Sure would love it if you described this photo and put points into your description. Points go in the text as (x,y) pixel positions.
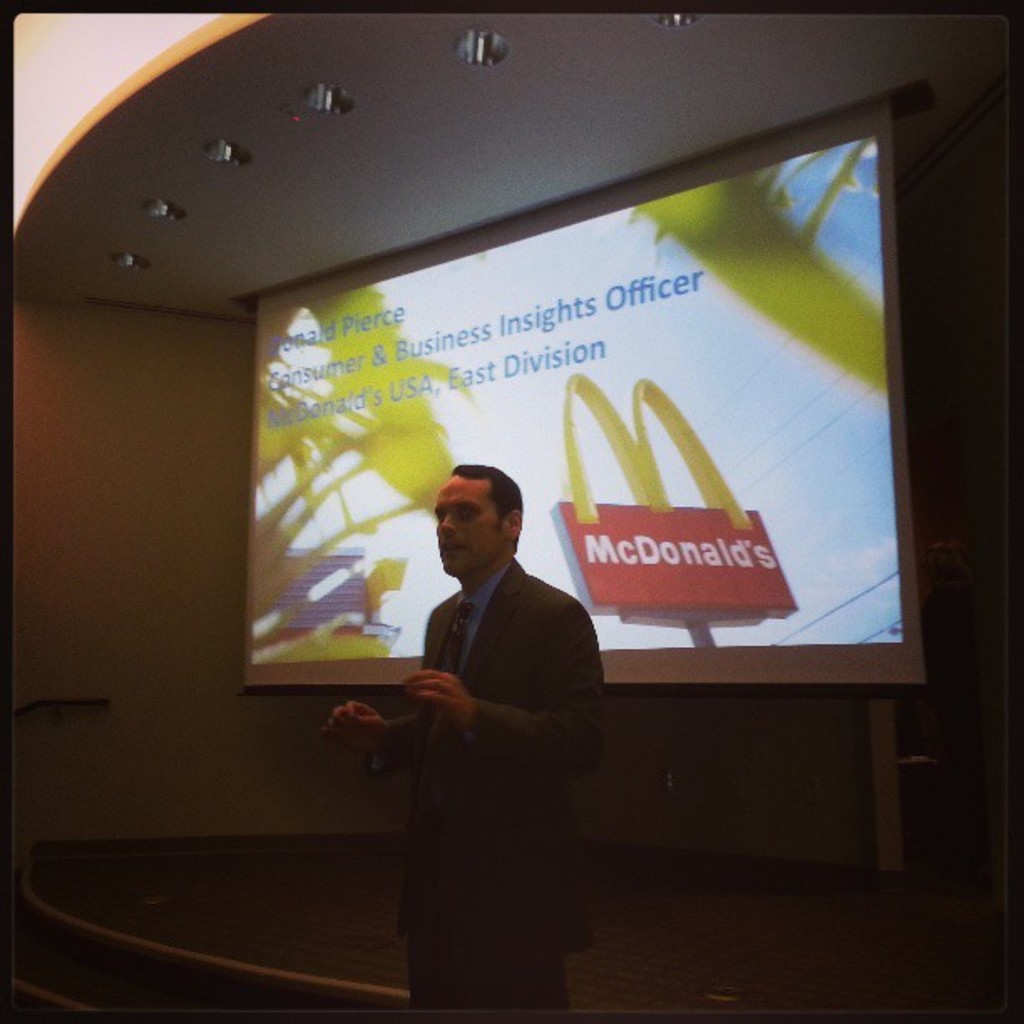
In this image in the center (434,643) there is one man (478,688) who is standing and he is talking, in the background (484,294) there is a screen (665,341), wall (83,755) and some lights (234,153).
